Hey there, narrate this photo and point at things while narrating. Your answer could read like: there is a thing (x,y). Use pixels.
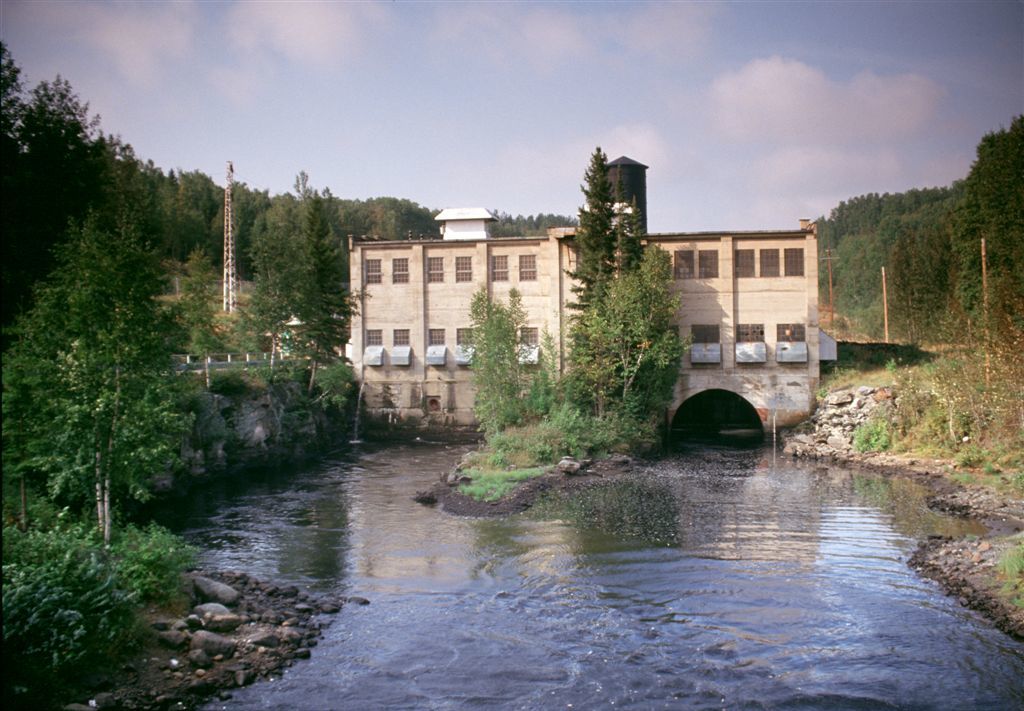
In this image at the bottom (558,589) there is a lake (789,512) and on the right side (968,409) and left side (116,488) there are some plants (982,429), rocks (174,637), trees (954,338). And in the center (531,291) there is a building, tower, trees (537,376). At the top of the image (460,92) there is sky (350,92).
